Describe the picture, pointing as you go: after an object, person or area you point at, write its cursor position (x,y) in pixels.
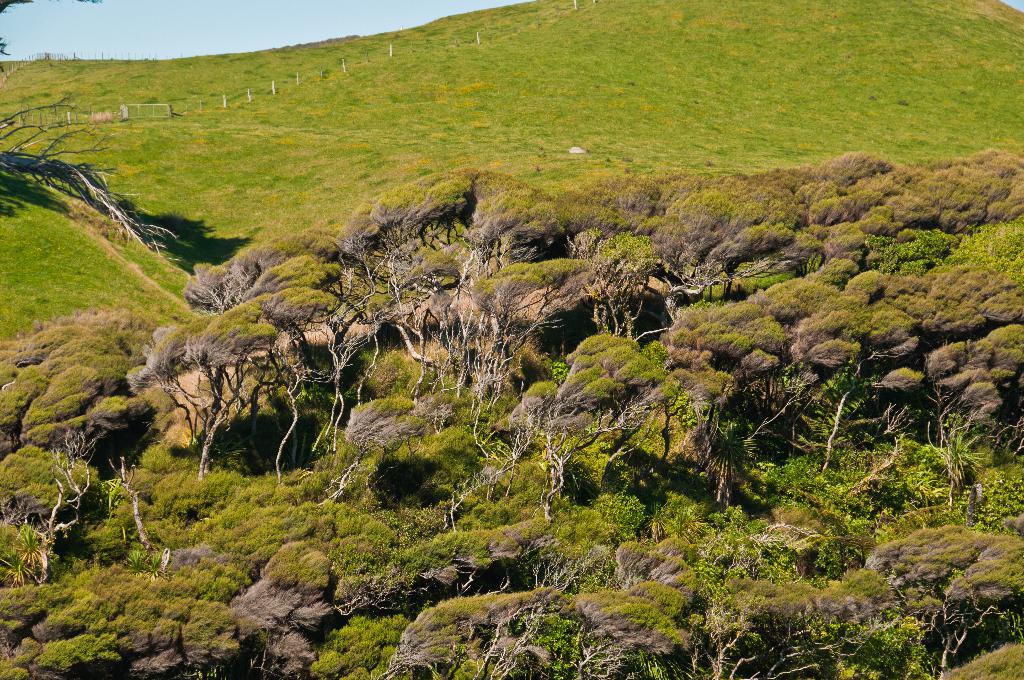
In this image we can see trees (455,268), grass (498,85) and poles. On the left side (31,47) top of the image (18,27) there is the sky (34,33). At the bottom of the image (586,546) there are trees (729,605).
